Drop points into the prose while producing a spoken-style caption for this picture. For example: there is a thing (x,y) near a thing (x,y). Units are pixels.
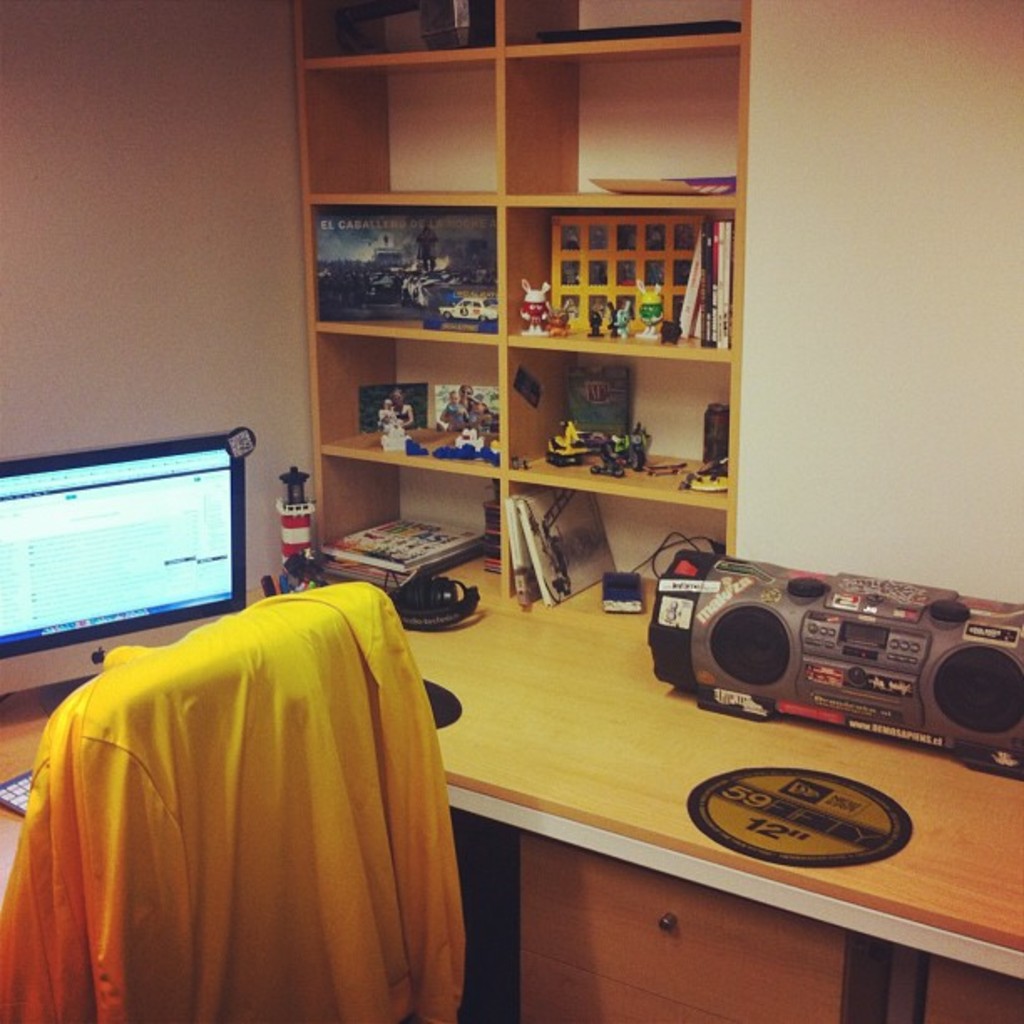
In this image I can see a monitor (16,505), a music player (722,566) on this table (647,746). I can also see few stuffs (365,295) on this shelf (499,231).
